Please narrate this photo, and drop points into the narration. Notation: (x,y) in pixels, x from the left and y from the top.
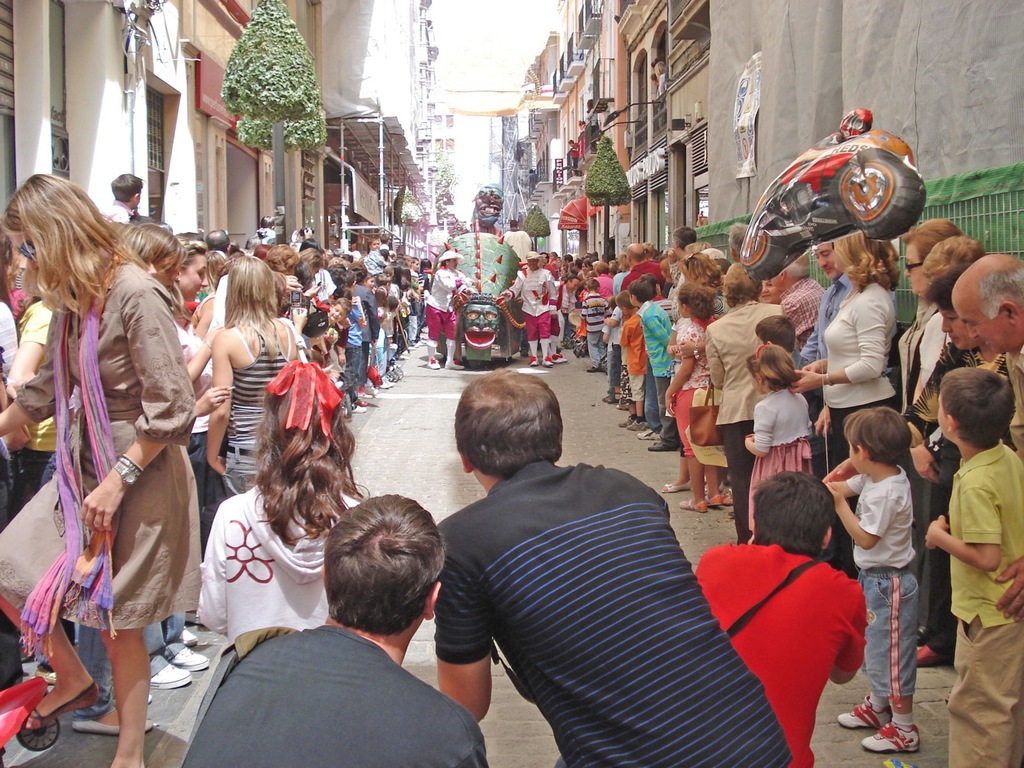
In the middle of the image (427,305) few people (440,305) are standing. Behind them we can see some buildings (700,34) and plants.
